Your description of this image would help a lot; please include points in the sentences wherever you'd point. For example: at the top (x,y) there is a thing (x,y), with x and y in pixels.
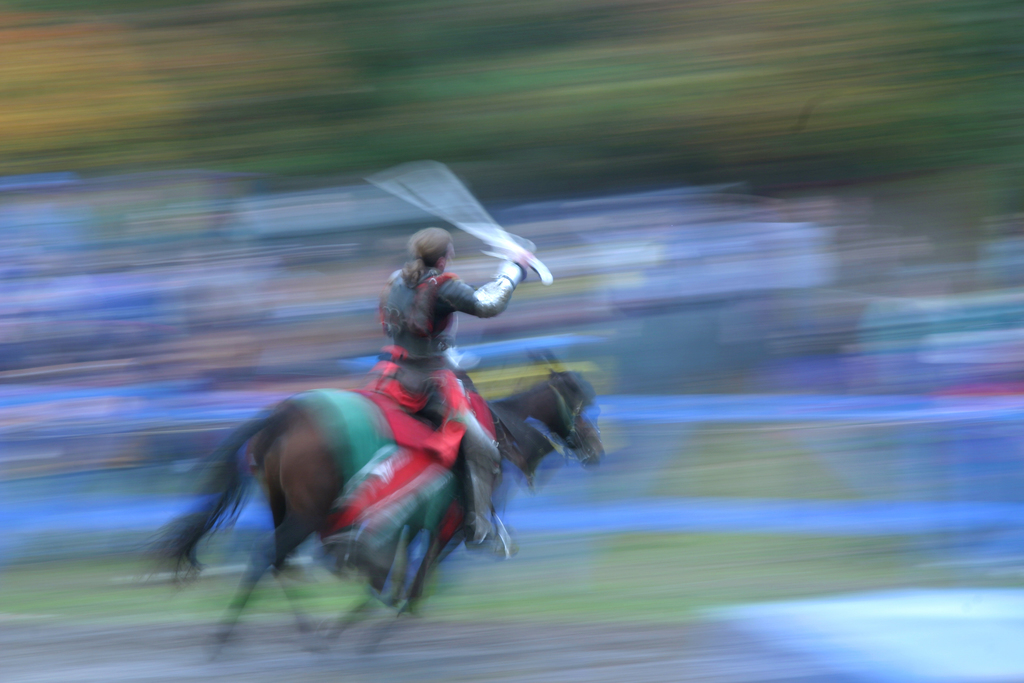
In this picture there is a man (494,306) who is riding a horse (190,549) on the left side of the image (185,536), the background (52,228) area of the image is blurred.
